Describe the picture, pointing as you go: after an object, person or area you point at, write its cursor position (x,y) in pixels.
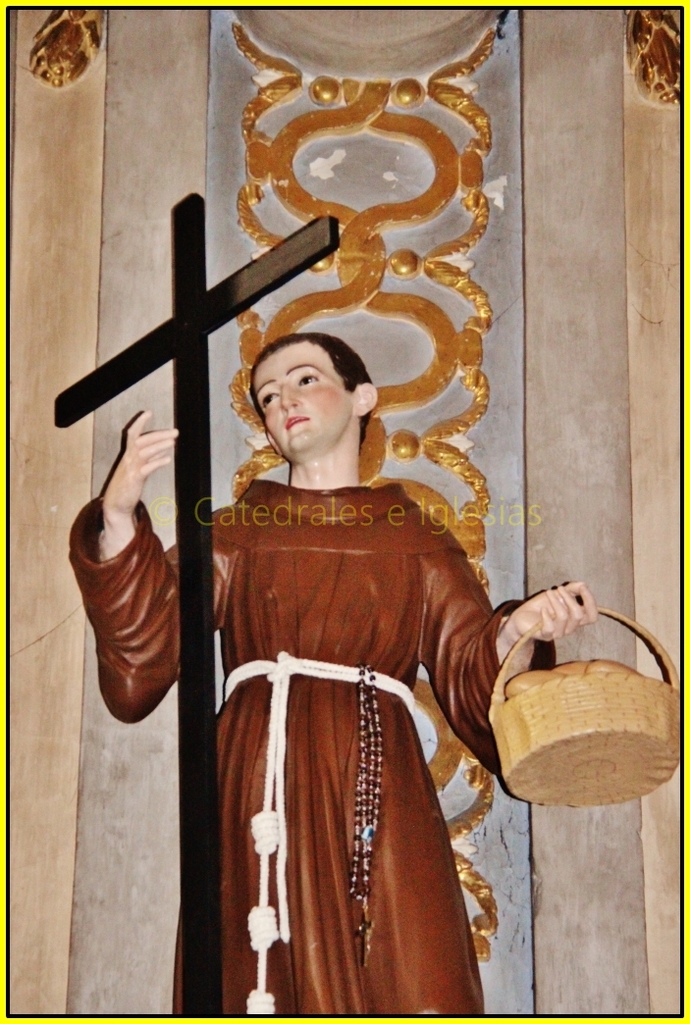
In this image we can see a statue (358,649) of a person (342,694) holding a basket (524,711). Near to him there is a cross (187,437). In the back (331,101) there is a wall (458,143). Around the waist (248,691) of the person (359,635) there are ropes (292,671). Also there is a rosary (365,801).
